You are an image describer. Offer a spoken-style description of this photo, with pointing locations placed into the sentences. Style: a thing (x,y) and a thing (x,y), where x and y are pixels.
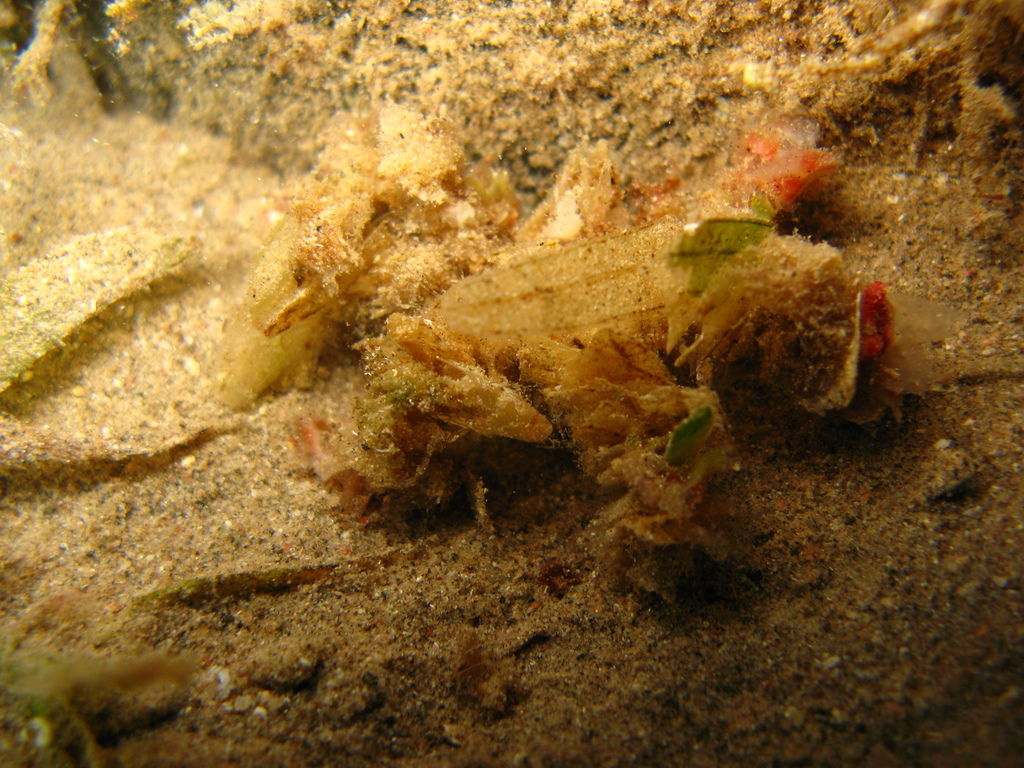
In this image we can see the underwater creature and there are many sand (506,664) around.
